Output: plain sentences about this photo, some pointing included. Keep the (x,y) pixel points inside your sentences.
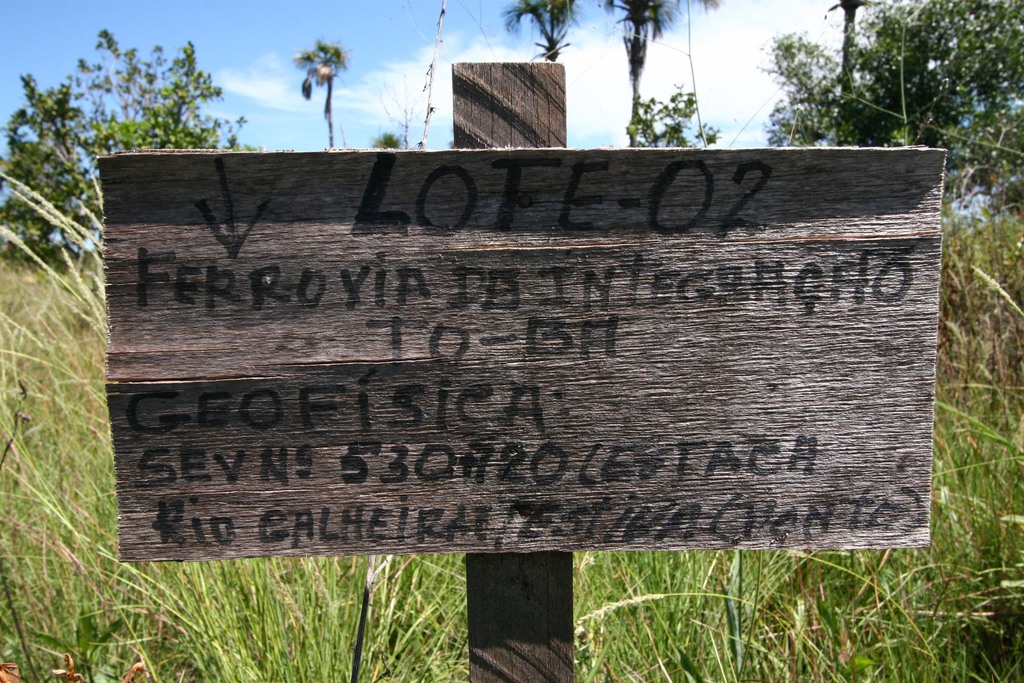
In this image there is a board (505,340) attached to the wooden plank (524,97). On the board (437,366) there is some text (441,288) on it. Behind the board (299,532) there is some grass (778,605) on the land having few trees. Top of the image (381,76) there is sky (393,73).
